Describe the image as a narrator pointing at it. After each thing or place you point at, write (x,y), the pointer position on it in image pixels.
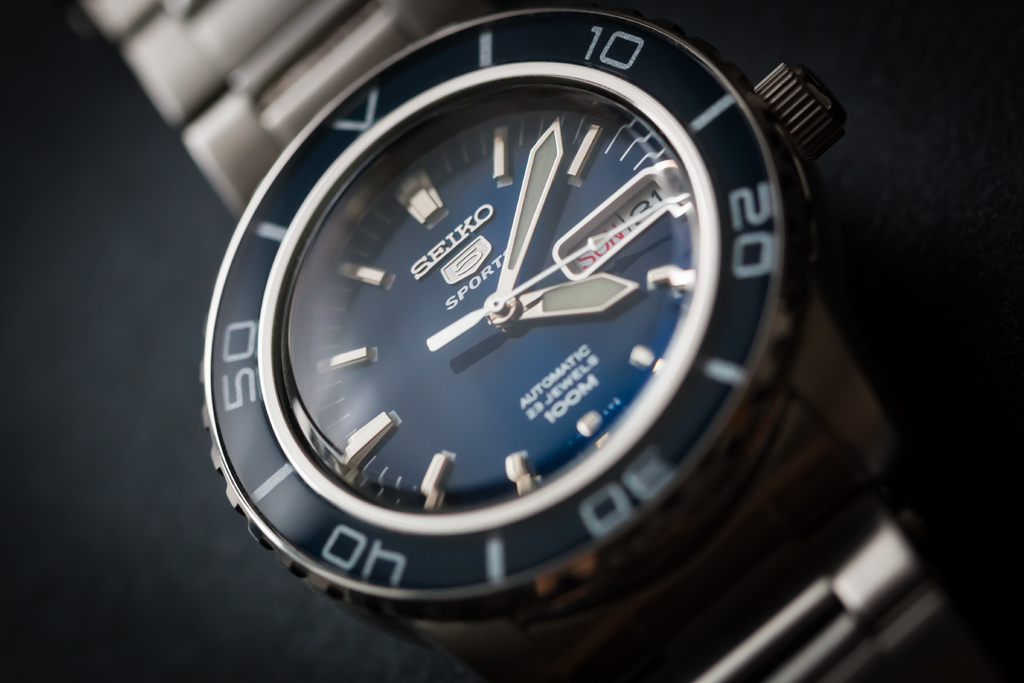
In this picture we can see a wrist watch (486,307) in the front (349,187), there is a blurry background (127,380).
